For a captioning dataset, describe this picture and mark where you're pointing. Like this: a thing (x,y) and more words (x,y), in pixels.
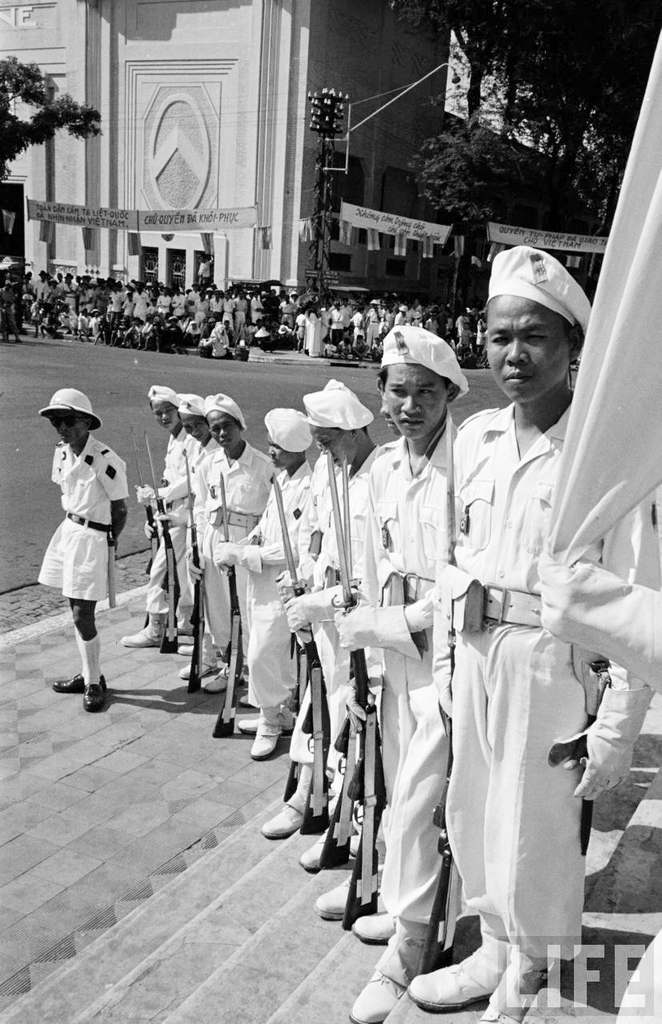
This is black and white image where we can see people (365,529) are standing in uniform (600,762) and holding guns (167,543) in their hand (408,638). Background of the image (551,133) building (394,149), trees (479,157), pole (313,111) and so many persons (282,329) are there.
